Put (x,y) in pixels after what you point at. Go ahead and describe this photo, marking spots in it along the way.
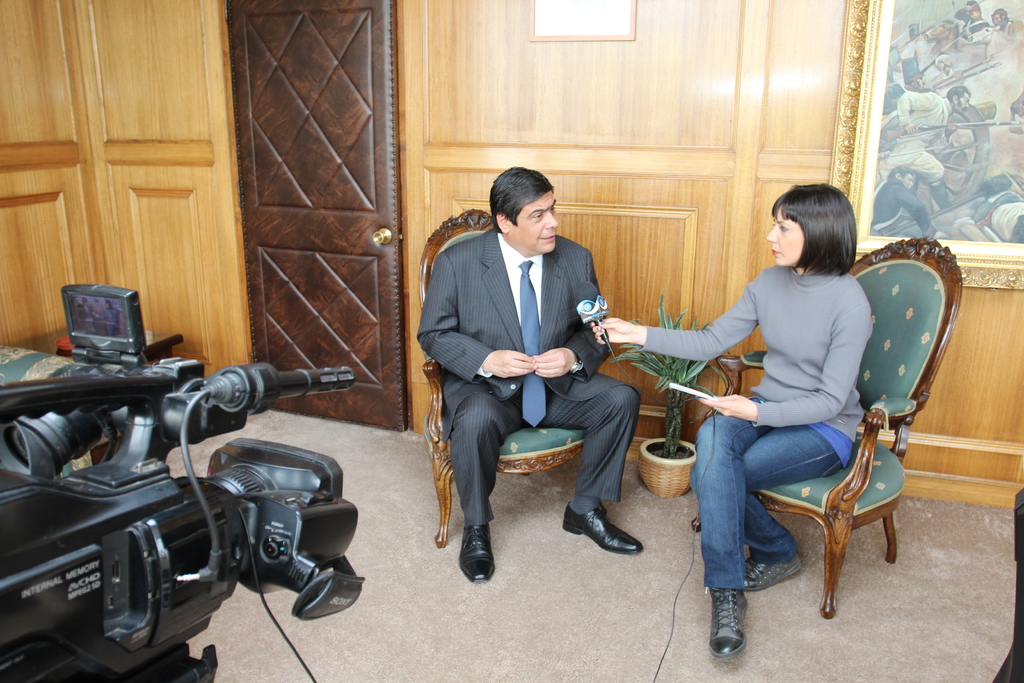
The picture is of a interview. On the left (23,522) there is camera (165,511). To the top left (319,123) there is a door (318,141) and a wooden wall (162,141). In the center of the image (540,411) there are two people (715,338) sitting in chairs (864,369), On the left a man (525,289) in suit (506,314) is talking, on the right (766,430) a woman (754,400) is holding a mic (596,317). In the center (659,454) there is a houseplant (675,444). On the top right (968,84) there is a painting frame (964,83).
